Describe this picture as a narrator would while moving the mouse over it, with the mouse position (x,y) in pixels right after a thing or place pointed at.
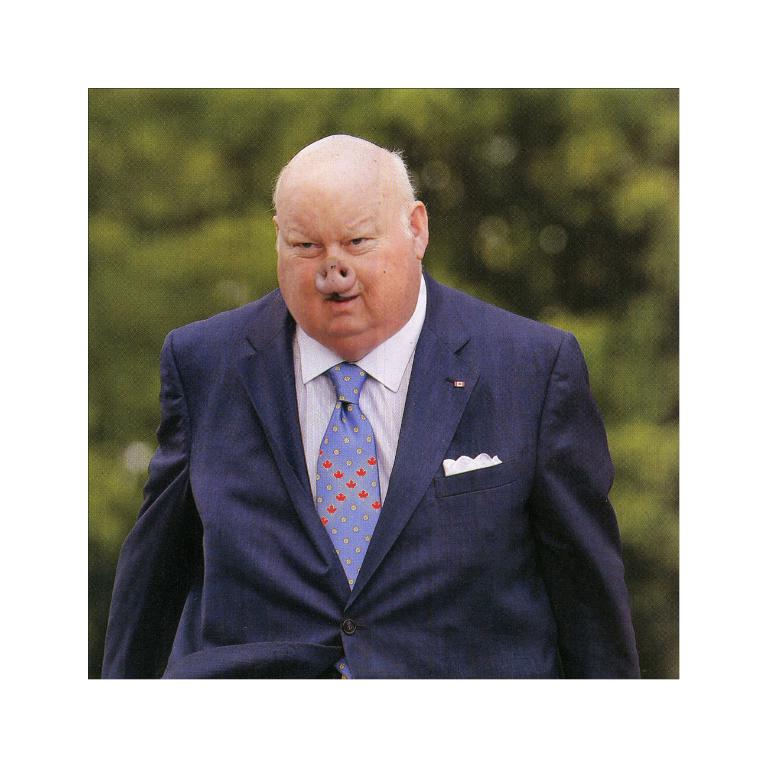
In the center of the image (299,279) there is a person (202,587). In the background (270,100) we can see tree (587,162).
